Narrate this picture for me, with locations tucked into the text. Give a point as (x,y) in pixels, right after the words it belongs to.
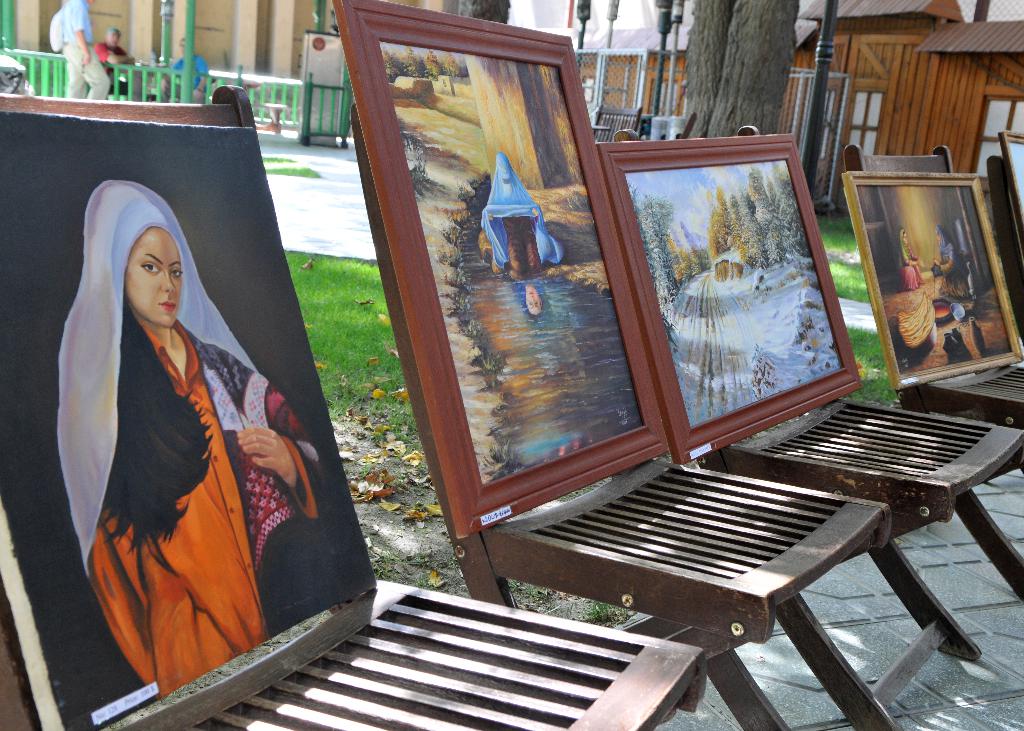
As we can see in the image there is a tree stem (726,57), houses (941,55) and some frames (438,412).
